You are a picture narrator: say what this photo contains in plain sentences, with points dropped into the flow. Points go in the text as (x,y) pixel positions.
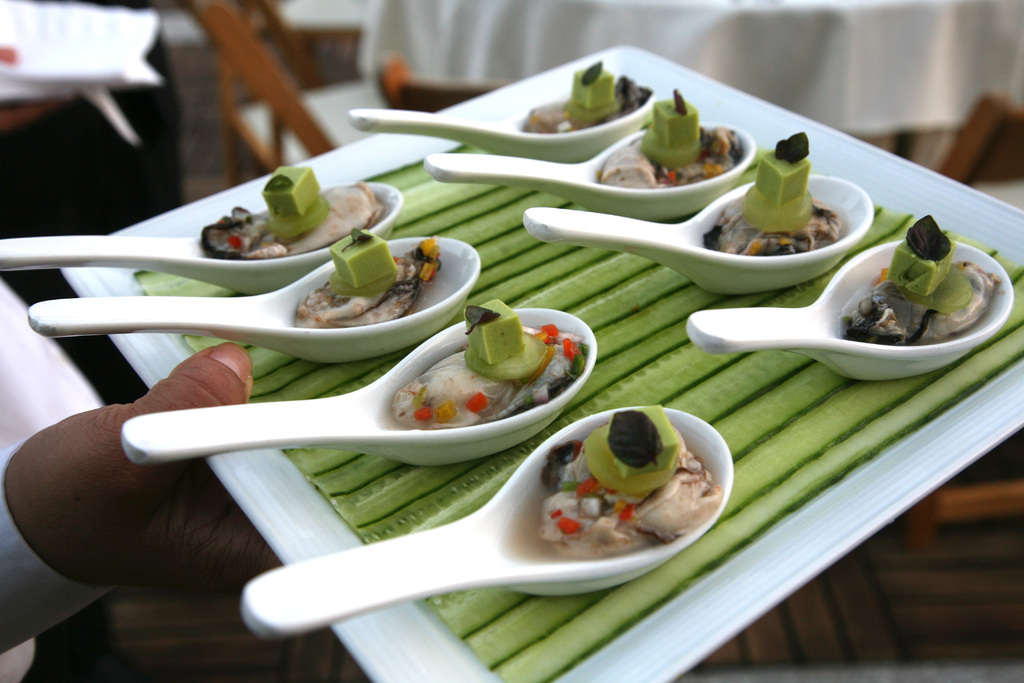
In this picture we can see a person (88,494) holding a tray (280,493) with spoons (591,342) and food (563,293). In the background (647,7) it is blurry and we can see white cloth (690,2).
